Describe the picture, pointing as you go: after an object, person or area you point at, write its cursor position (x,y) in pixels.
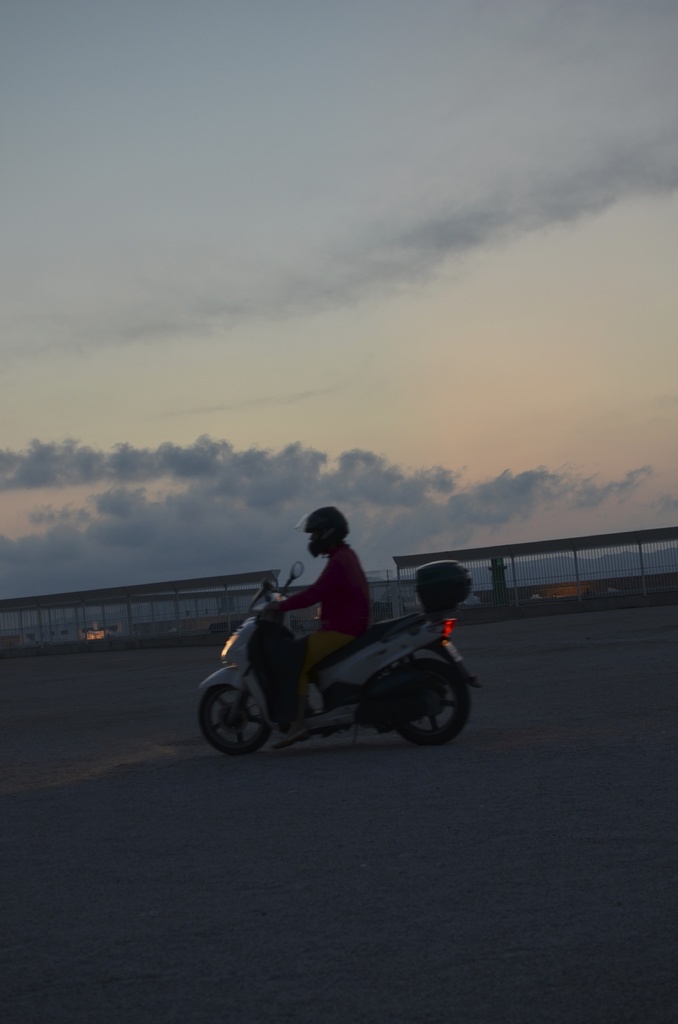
In this picture we can see a man (322,591) wearing red color t-shirt (348,611) and brown pant (318,659) riding scooter (338,700) on the road (207,829). Behind we can see fencing railing (649,584) and above we can see cloudy sky (252,419).
